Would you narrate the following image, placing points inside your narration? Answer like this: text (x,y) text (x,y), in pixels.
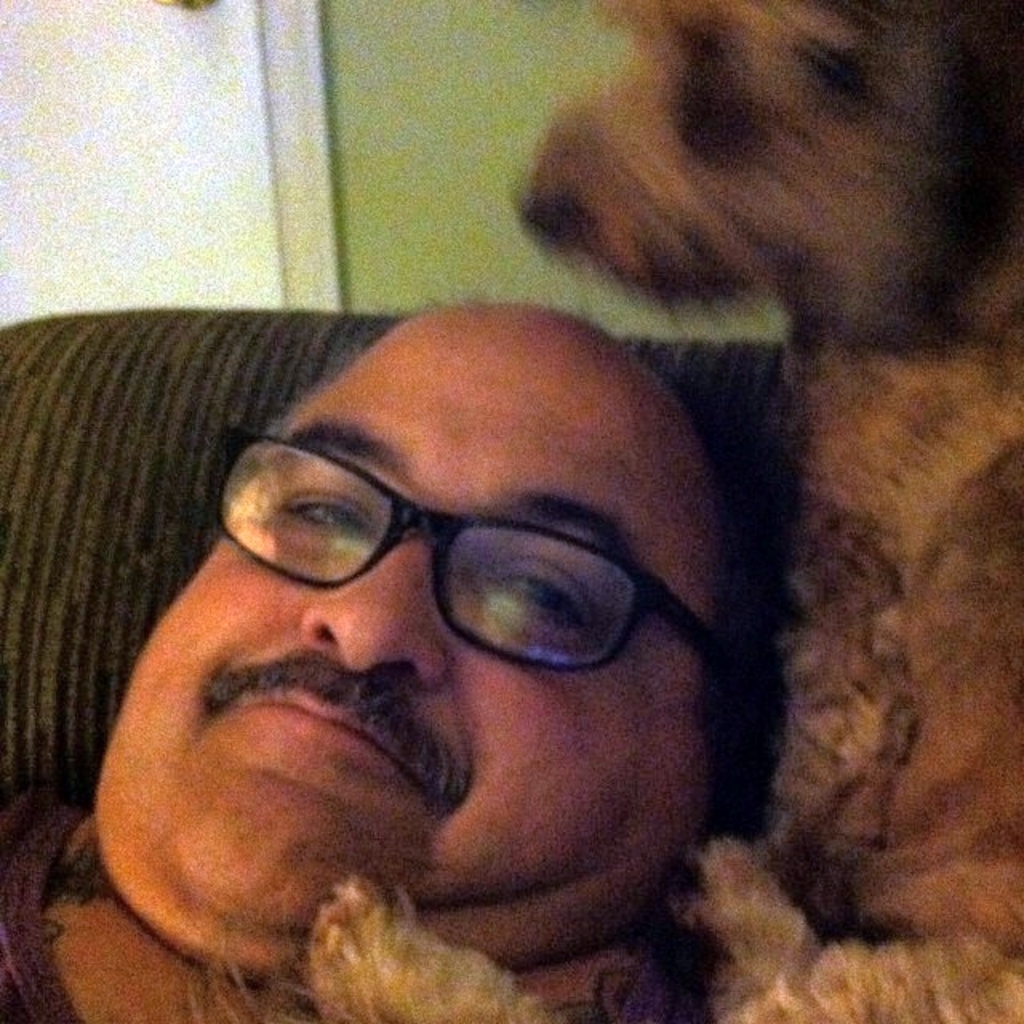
This person (595,846) wore spectacles (543,565). Beside this person (224,694) there is a dog (923,786).
